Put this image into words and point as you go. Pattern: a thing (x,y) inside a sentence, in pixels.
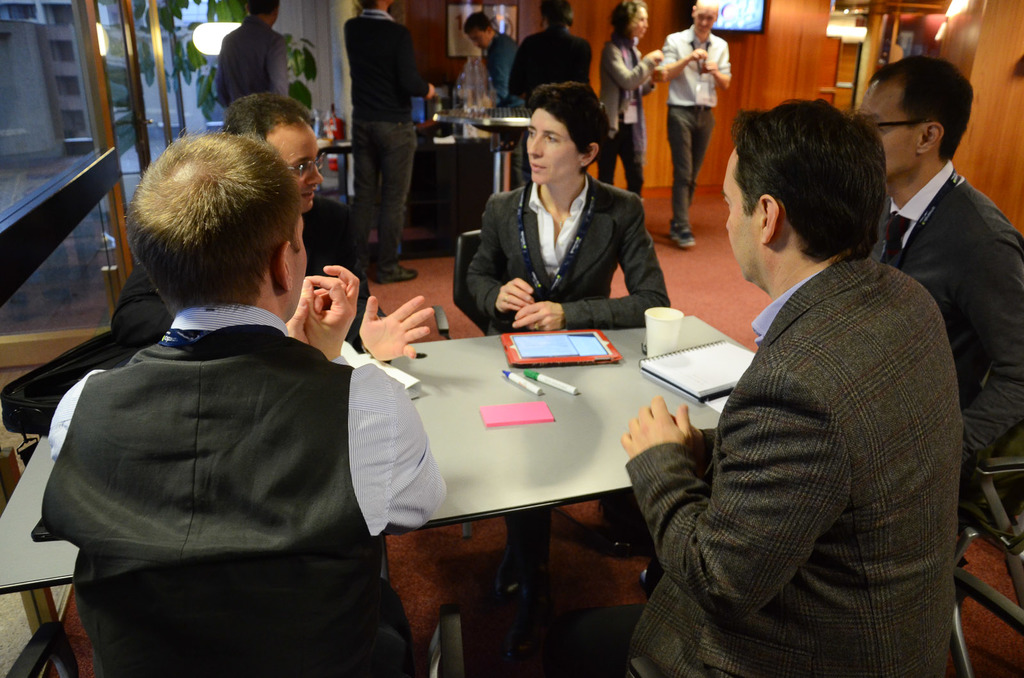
here in this picture some of the persons (662,302) sitting near the table (697,333) on the chair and discussing on other hand some of the people (614,51) were standing a little bit far away from them and we can also see the television (757,9) on the wall (748,71) and we can see a plant (201,21) and we can see a lamp (207,45).
